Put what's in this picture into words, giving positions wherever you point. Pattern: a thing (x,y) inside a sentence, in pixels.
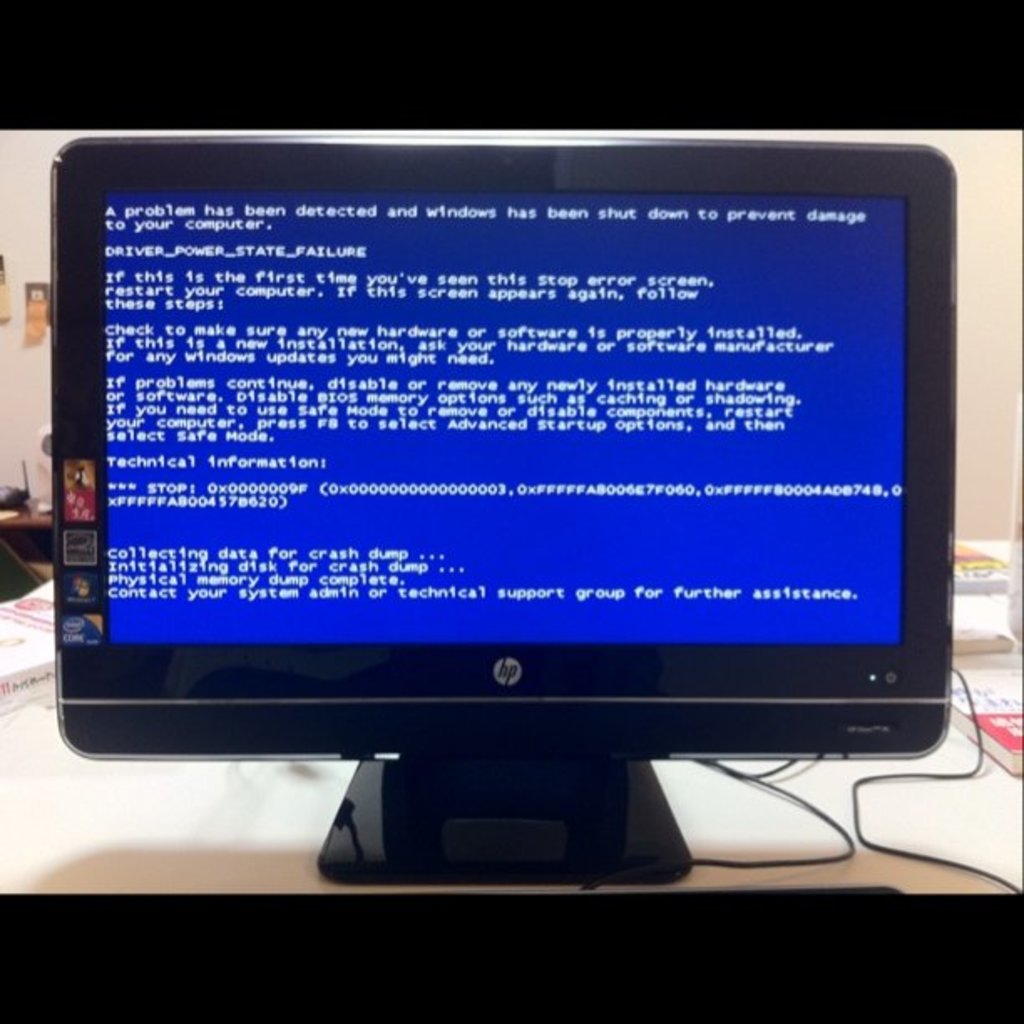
On this table (113,802) there are books (984,604) and monitor (587,345) with screen (480,451).
